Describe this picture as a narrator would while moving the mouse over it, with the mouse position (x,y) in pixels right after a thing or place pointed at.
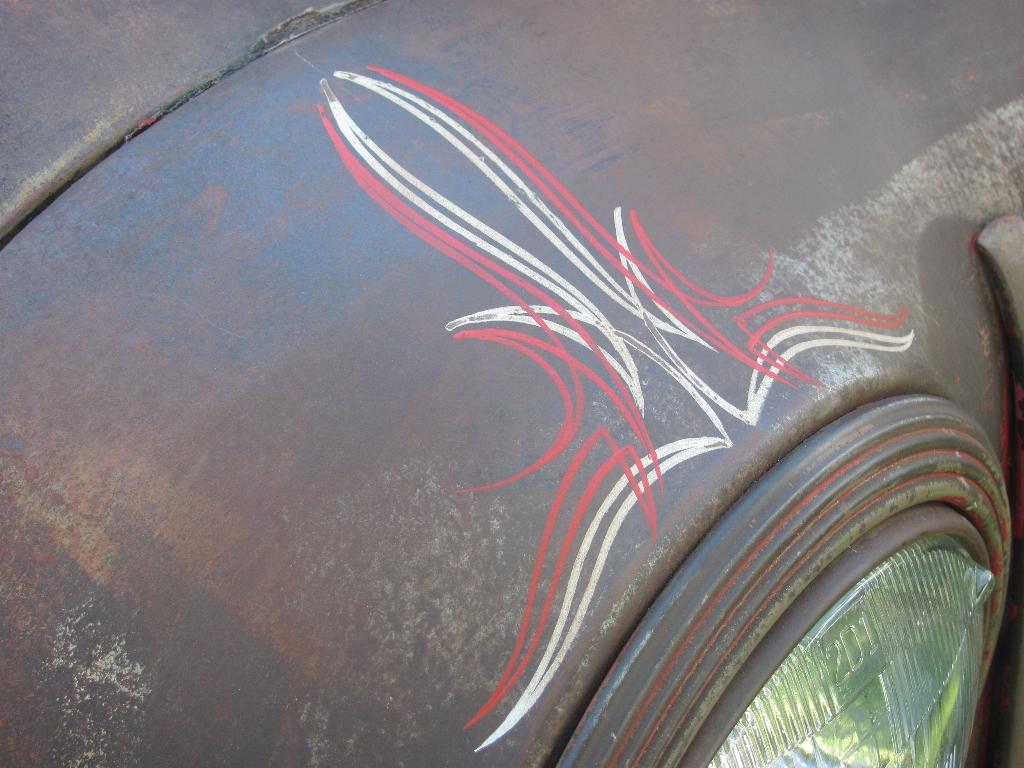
In this picture we can see a design (517,332) on a vehicle (263,228) and a light (662,730) to this vehicle (750,555).
